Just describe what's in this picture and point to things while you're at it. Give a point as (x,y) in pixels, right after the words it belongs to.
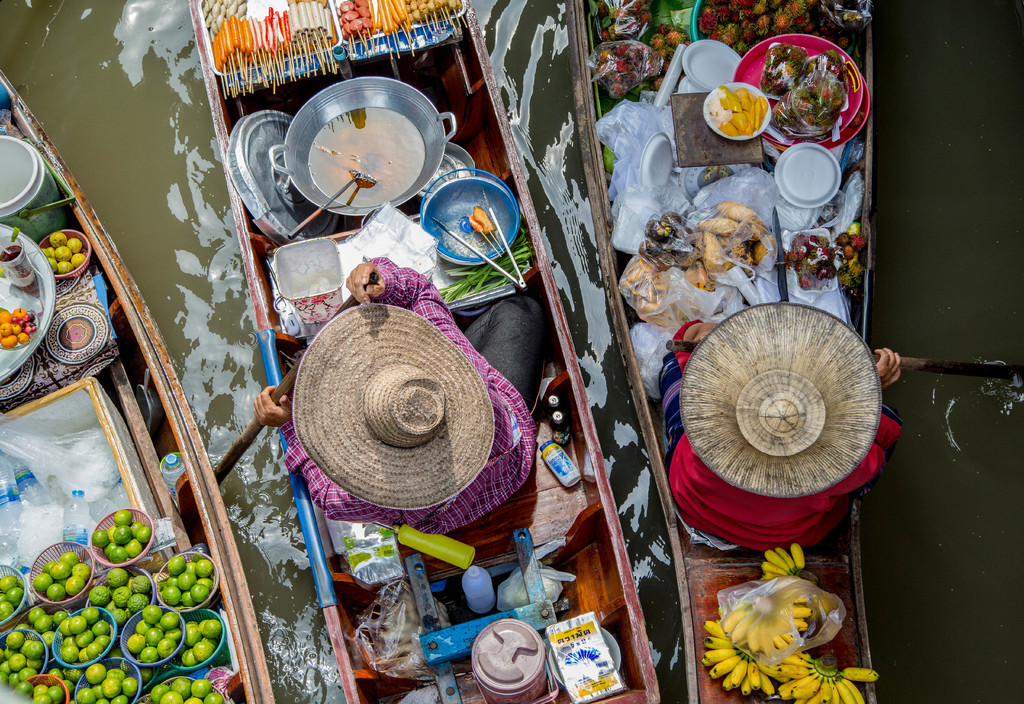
In this picture we can see boats (232,623), persons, bowls (196,609), fruits (108,548), bottles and some objects (513,643).
